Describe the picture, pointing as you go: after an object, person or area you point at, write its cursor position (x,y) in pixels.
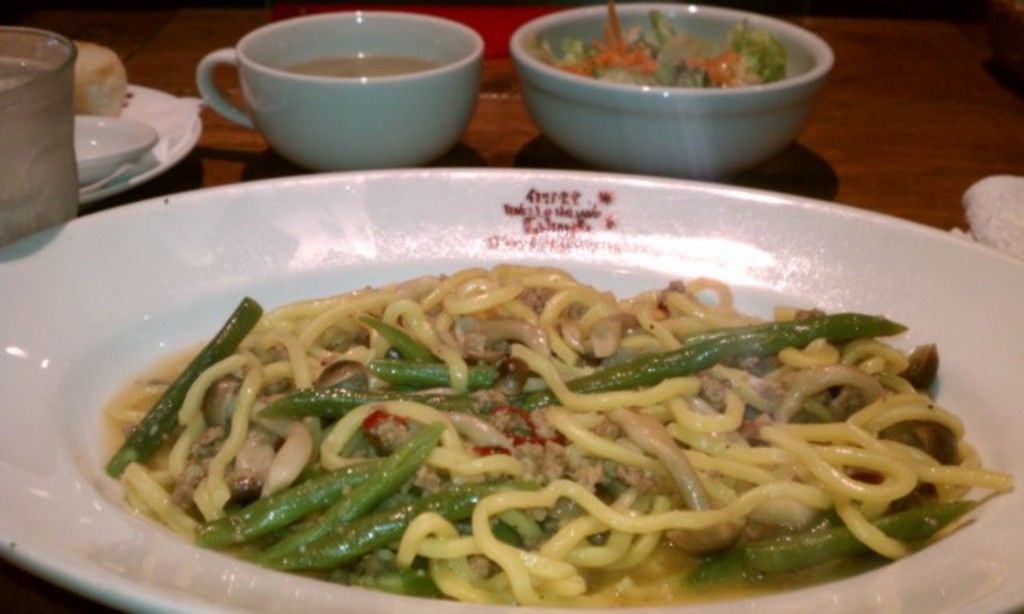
This is a table (906,119). On the table (968,144) there is a plate (158,577), bowl (718,29), and a cup (306,85). There is some food (677,437).
